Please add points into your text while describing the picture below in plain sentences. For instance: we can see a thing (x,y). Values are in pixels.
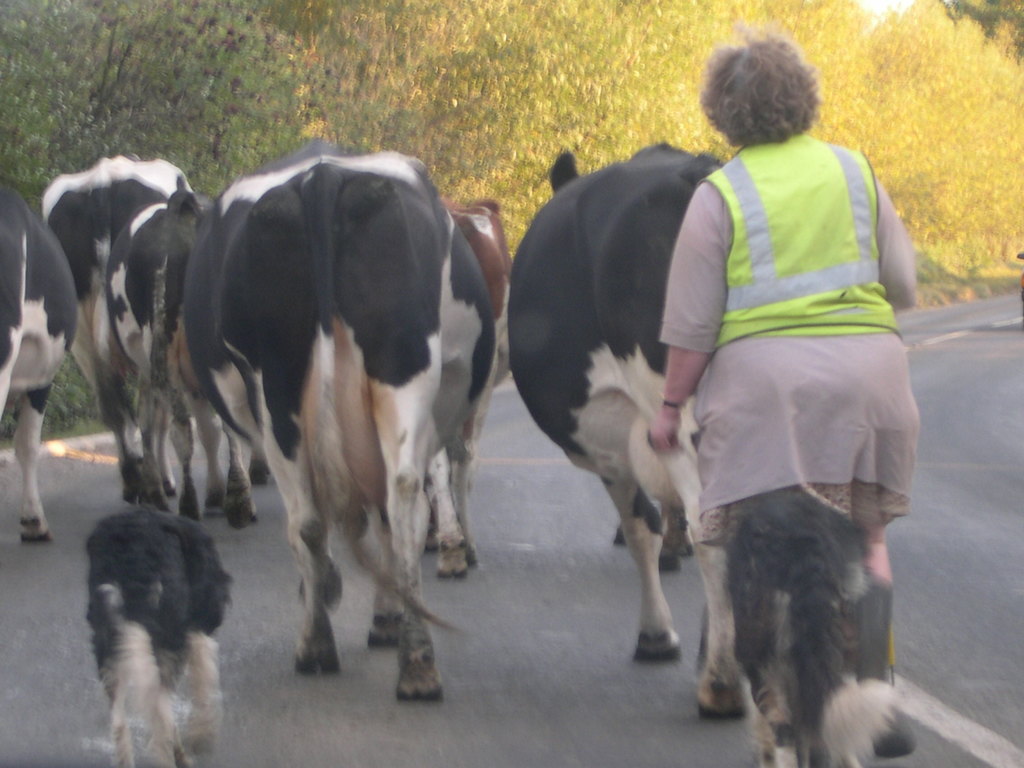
In this image, we can see some animals (639,377). We can also see a person (862,614). We can see the ground (598,574). We can also see some trees (463,13).
